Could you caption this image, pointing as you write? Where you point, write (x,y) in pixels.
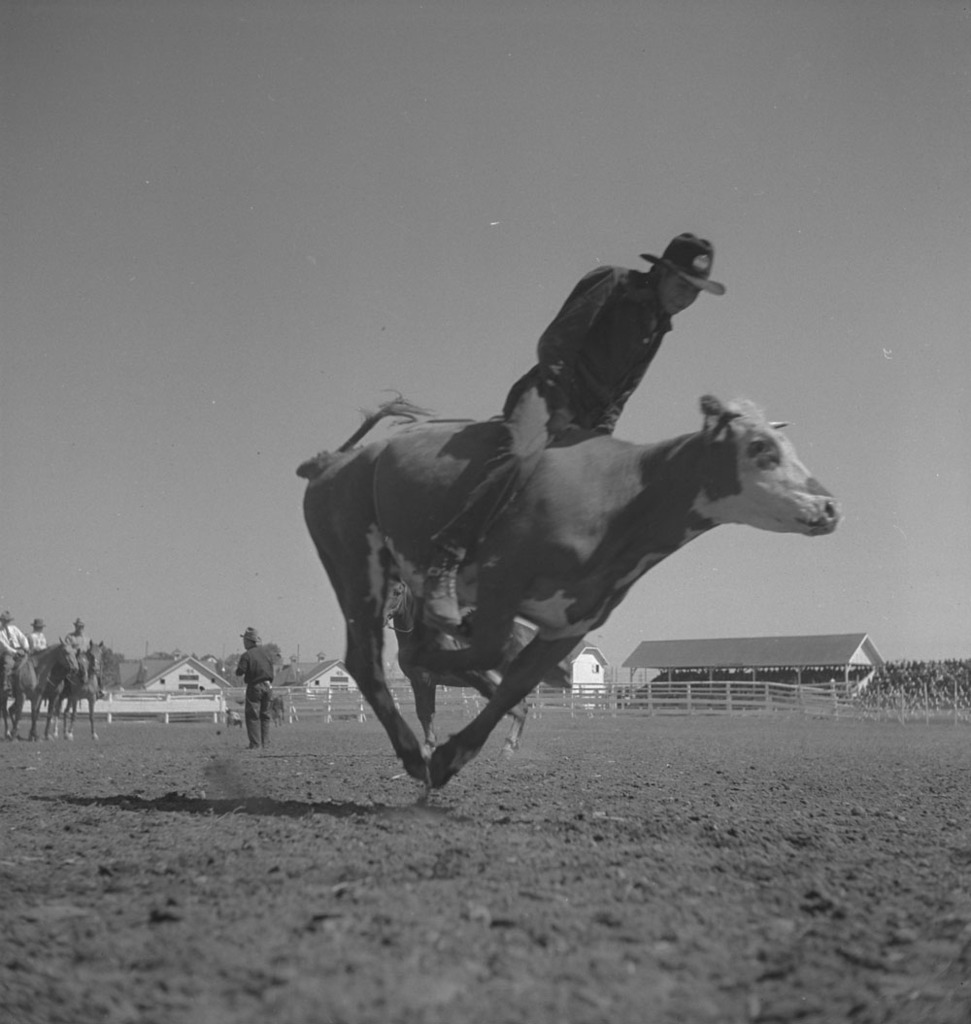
in this picture there is a boy (661,294) who is riding on the steer (532,487), there is a dirt floor (40,761) in the image, there is a shed (817,674) at the right side of the image (843,649), it seems to be a rodeo arena (595,699).
